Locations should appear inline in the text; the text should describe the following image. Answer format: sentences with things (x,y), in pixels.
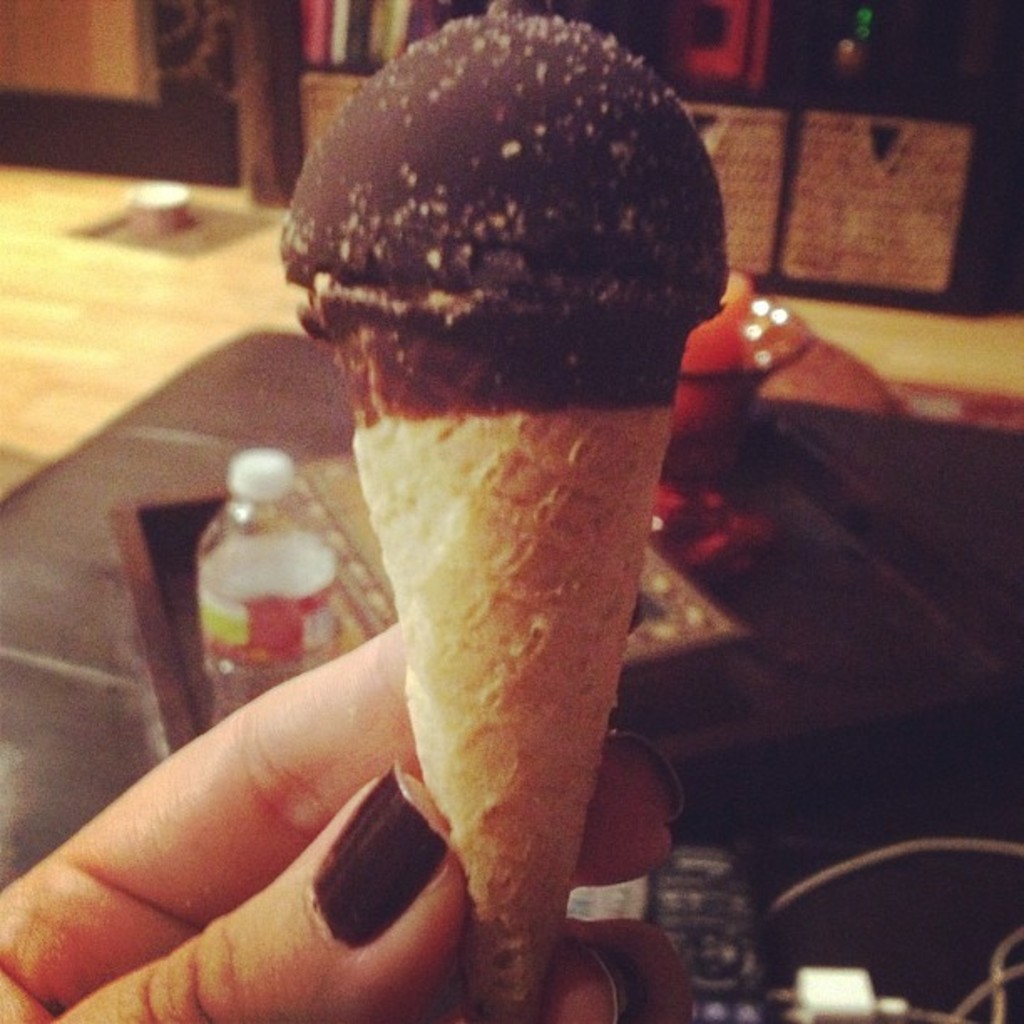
Here we can see an ice cream (512,605) in a person hand (675,1013). In the background (284,517) there is a water bottle (314,598) in a box (352,584) and a cable (988,848) on a platform (997,896) and there are books (357,50) on the racks (995,205) and we can see wall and floor (185,271).
